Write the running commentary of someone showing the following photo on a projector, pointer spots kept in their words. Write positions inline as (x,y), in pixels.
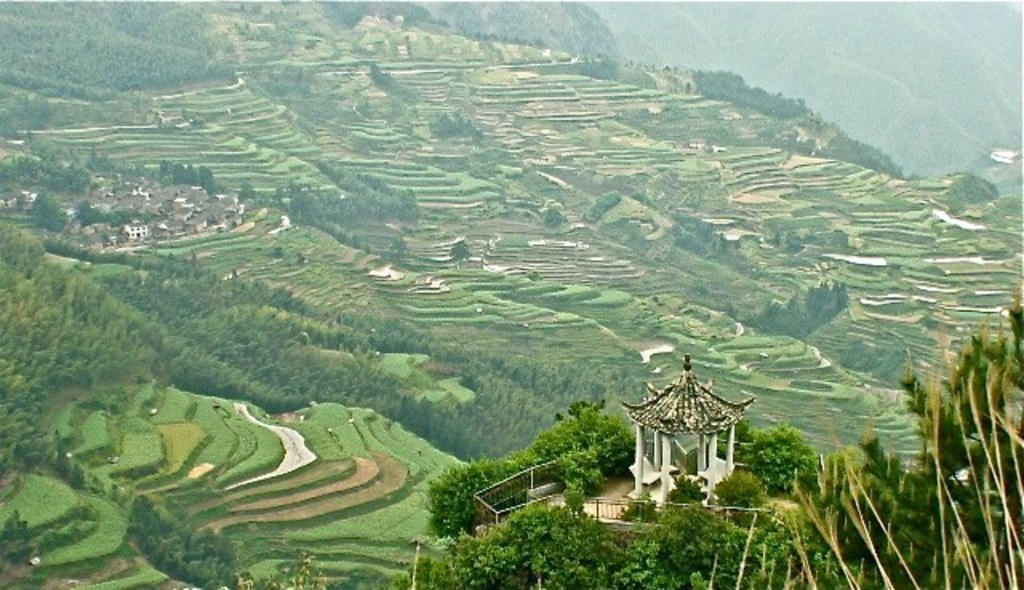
In this image we can see some fields (542,273), trees (335,196), buildings (179,187), plants (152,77), mountains (233,48) and fence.
